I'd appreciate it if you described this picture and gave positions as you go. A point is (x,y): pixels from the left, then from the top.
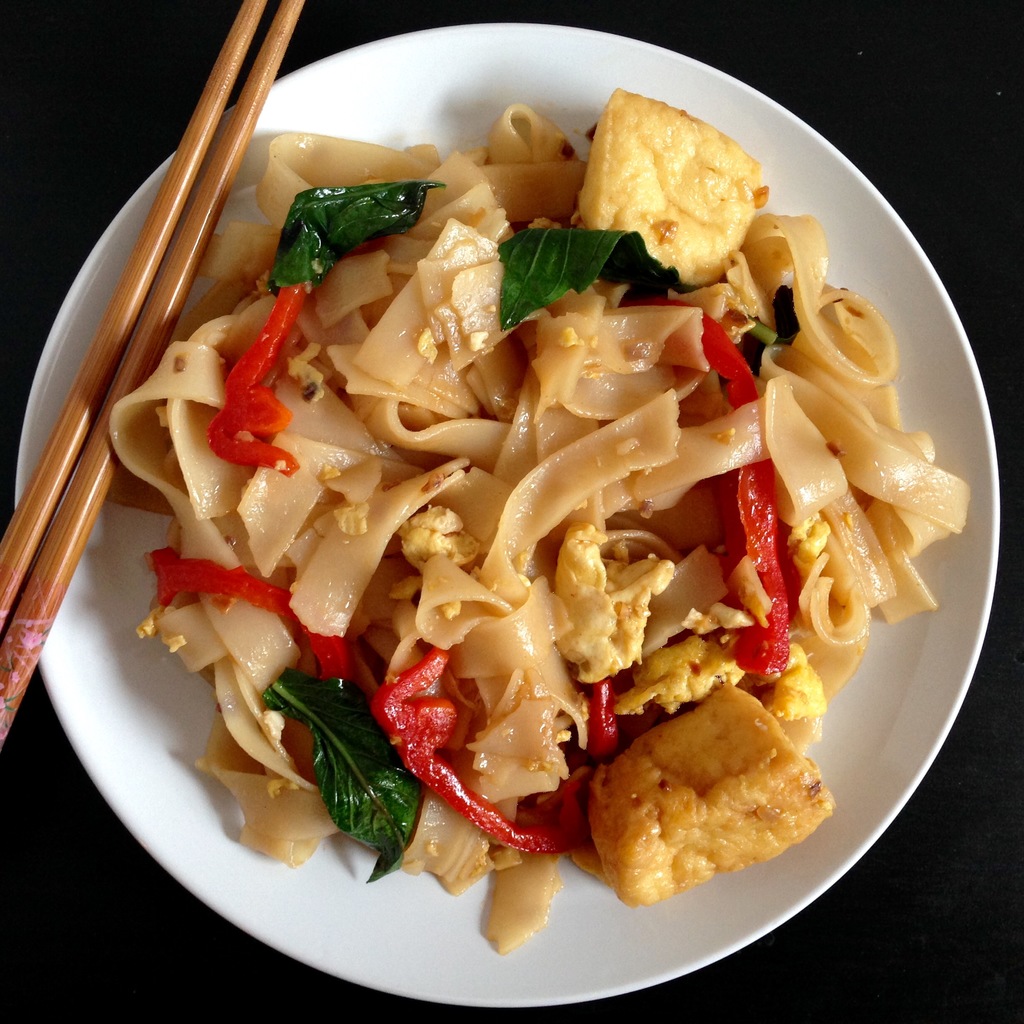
The picture consists of pasta (499,710) served on a plate (472,926). On the left (160,326) there are chopsticks (114,395). The picture has black surface (1000,746).
